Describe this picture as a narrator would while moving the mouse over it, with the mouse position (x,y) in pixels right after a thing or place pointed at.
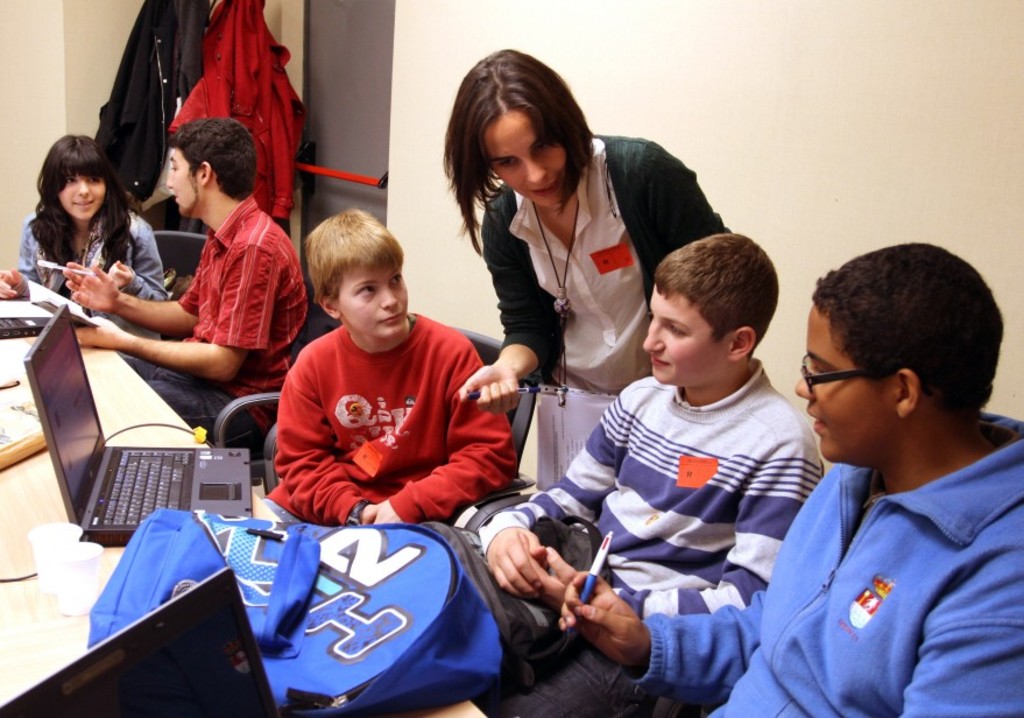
In this image there are group of persons (391,325) sitting and standing. In the front (290,500) there are laptops (110,536), on the table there is a bag (303,633) and there are persons (392,395) sitting on the chair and there is a woman (600,297) standing and speaking. In the background (242,84) there are clothes (194,80) hanging and there is a rod (334,175) which is red in colour.
